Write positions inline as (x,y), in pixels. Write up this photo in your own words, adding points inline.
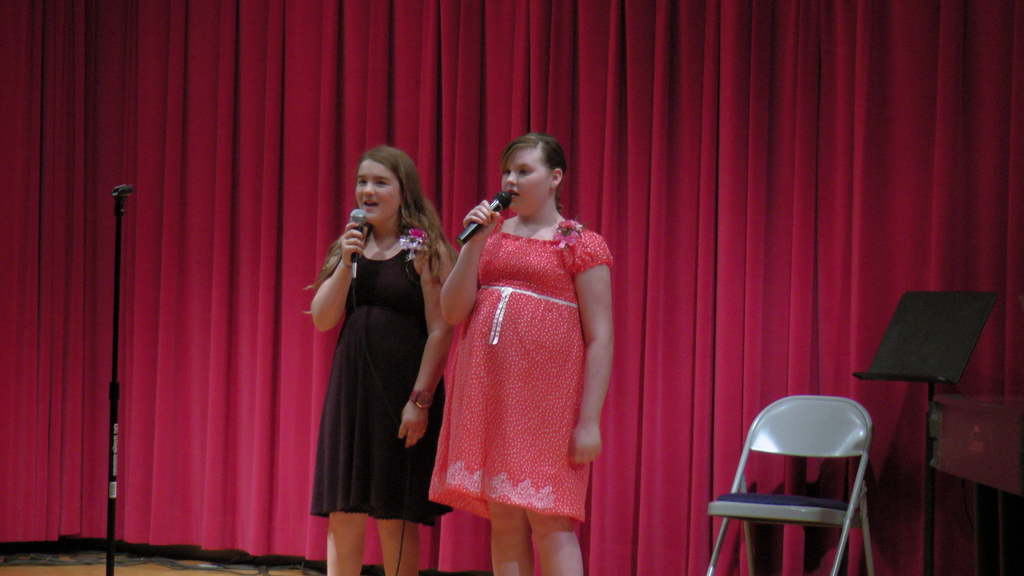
In the center of the image (494,210) there are two girls (483,294) singing in a mic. In the background of the image (338,138) there is a red color curtain (376,85). There is a black color mic stand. To the right side of the image (828,422) there is a chair (859,412). There are other objects (930,401).
